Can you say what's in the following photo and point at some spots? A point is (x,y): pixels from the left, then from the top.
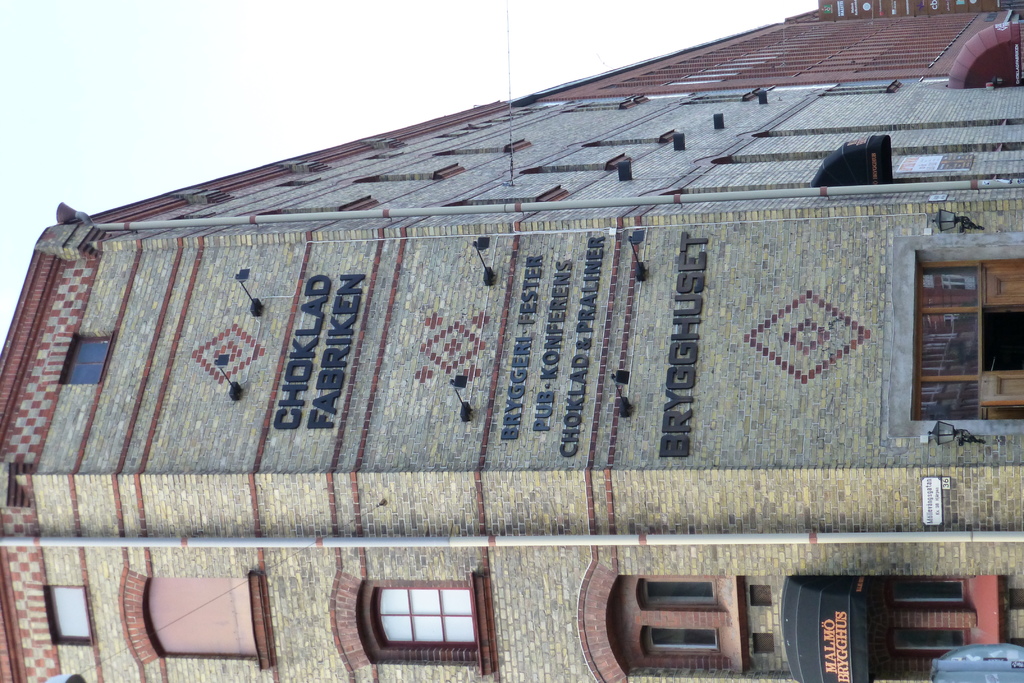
In the image we can see there is a building (459,574) and there are windows (83,601) on the building (333,338). There are lights (467,411) on the building (558,272) and its written ¨Choklad¨ on the building (352,407). The building (308,437) is made up of stone bricks (545,468) and the sky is clear.
